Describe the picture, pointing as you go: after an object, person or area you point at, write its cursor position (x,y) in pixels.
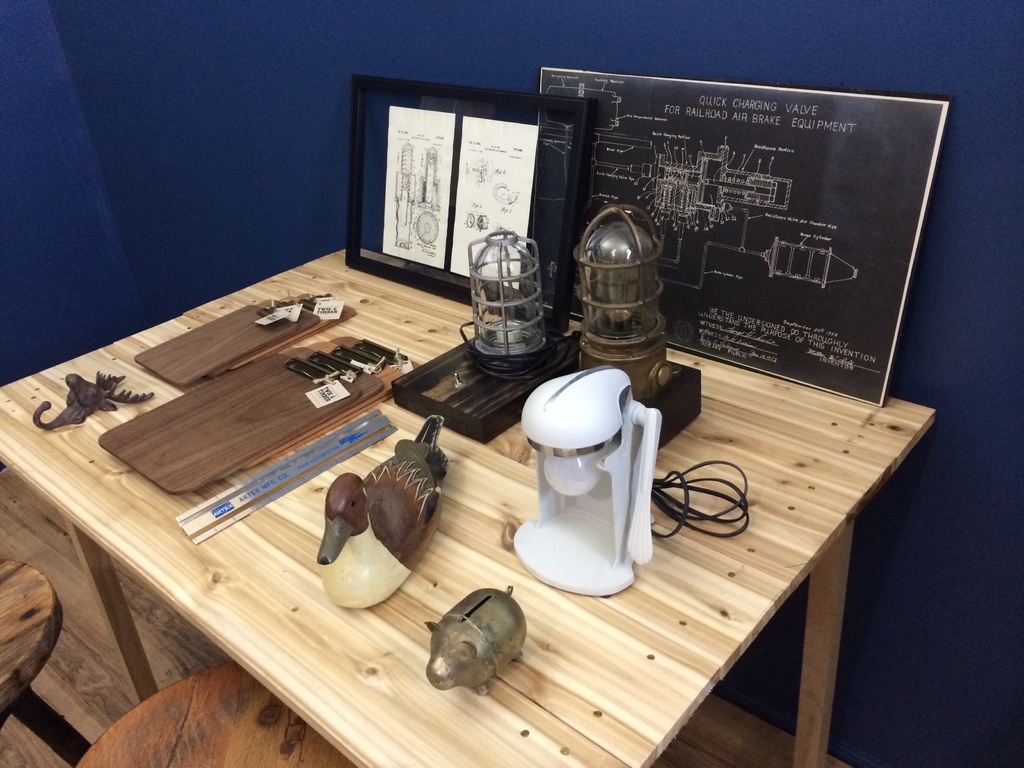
In the image we can see there are wooden items (292,433) kept on the table (420,585) and there are two board (560,198) kept on the table (101,571). The table (140,688) and chairs (26,613) are made up of wood (359,675).
